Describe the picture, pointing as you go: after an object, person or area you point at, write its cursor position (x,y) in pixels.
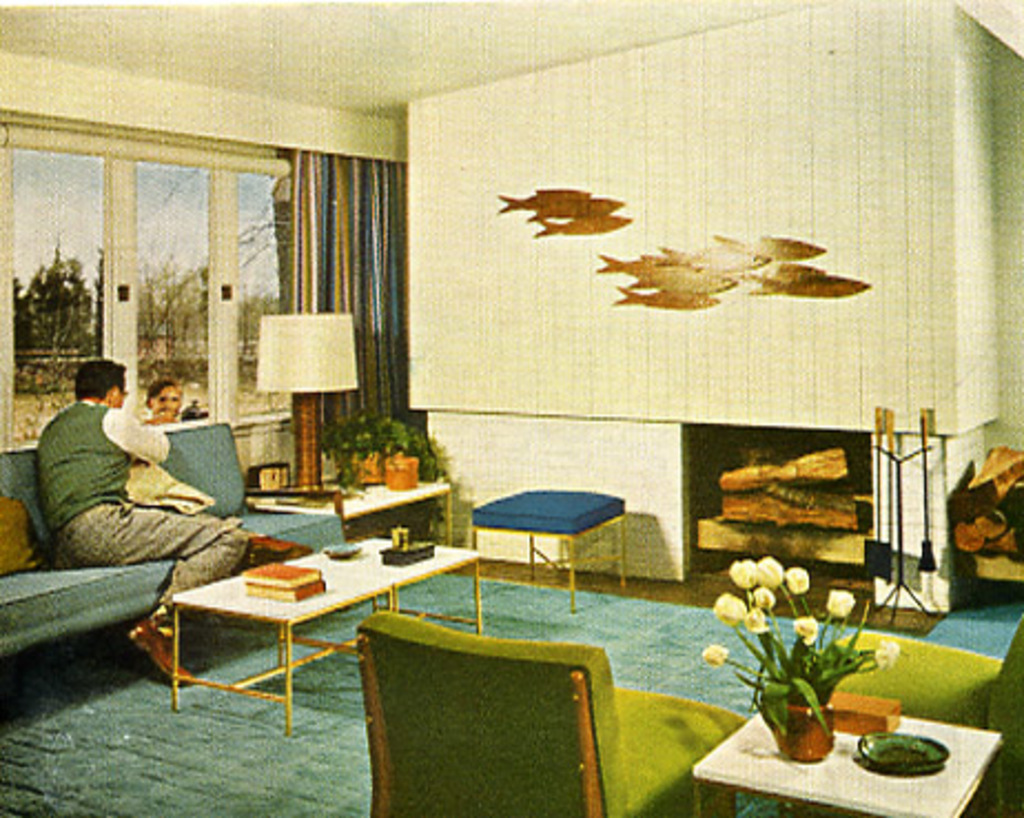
On the left side (139,445) we can see one man (125,506) sitting on the sofa (161,567) behind him one more person (154,417) is there. And in front (616,726) bottom we can see chairs (633,732) and table (919,725), on table (765,733) we can see some objects (816,731). Coming to the background (596,350) we can see the wall (607,362), curtain (372,272), glass window (185,275), tree (169,311) and some objects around them.
